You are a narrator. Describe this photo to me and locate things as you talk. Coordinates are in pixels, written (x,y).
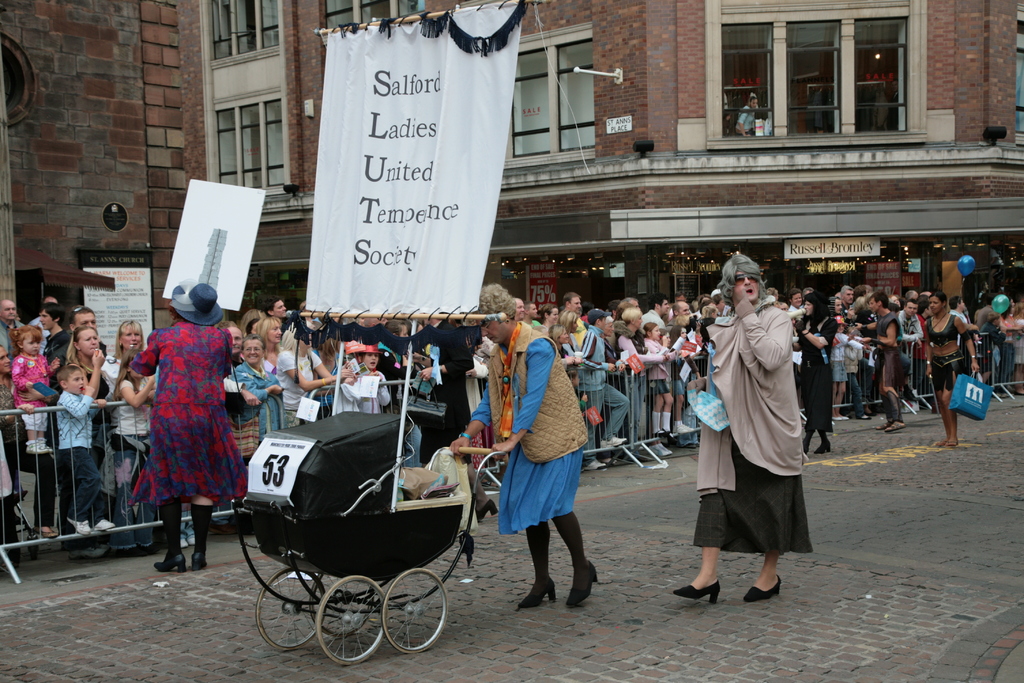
In the background of the image (49,187) there is a building (633,148). There are people (671,366) standing. In the foreground of the image (720,387) there are people (698,537) walking on the road (473,562). There is a cart (365,485) with a banner (354,307) on it.
